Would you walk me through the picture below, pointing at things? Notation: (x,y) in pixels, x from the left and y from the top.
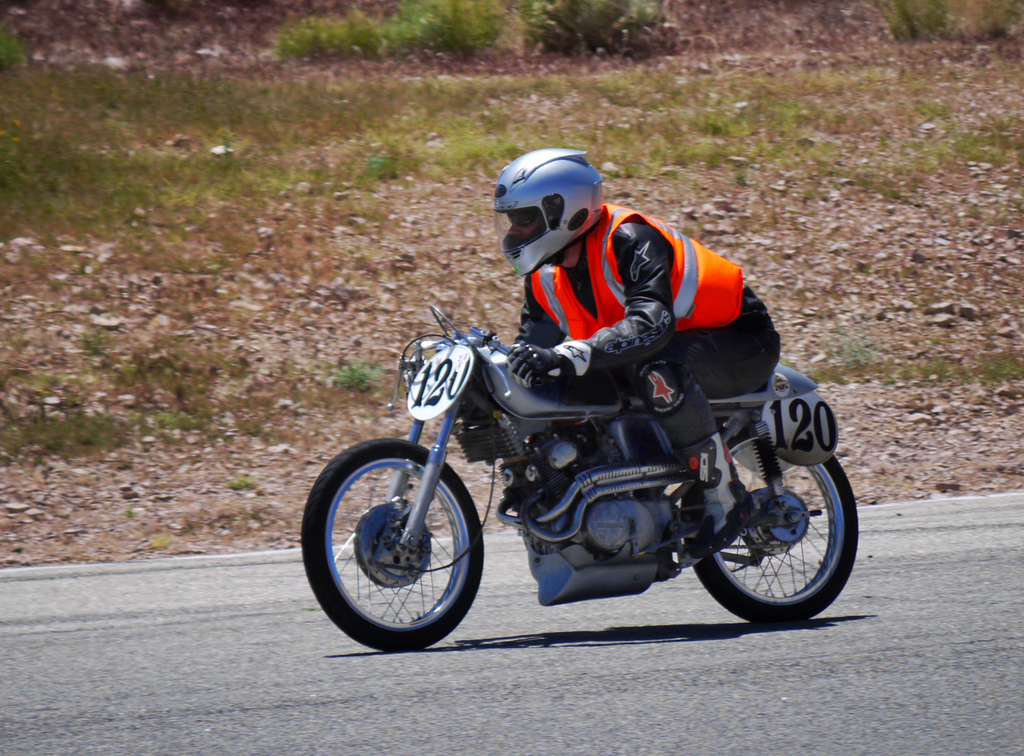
There is a person (684,345) sitting and riding bike (559,412) and wore helmet (592,184) and we can see number boards (438,354) on bike (426,410). In the background (239,92) we can see grass (239,92) and plants (627,5).
